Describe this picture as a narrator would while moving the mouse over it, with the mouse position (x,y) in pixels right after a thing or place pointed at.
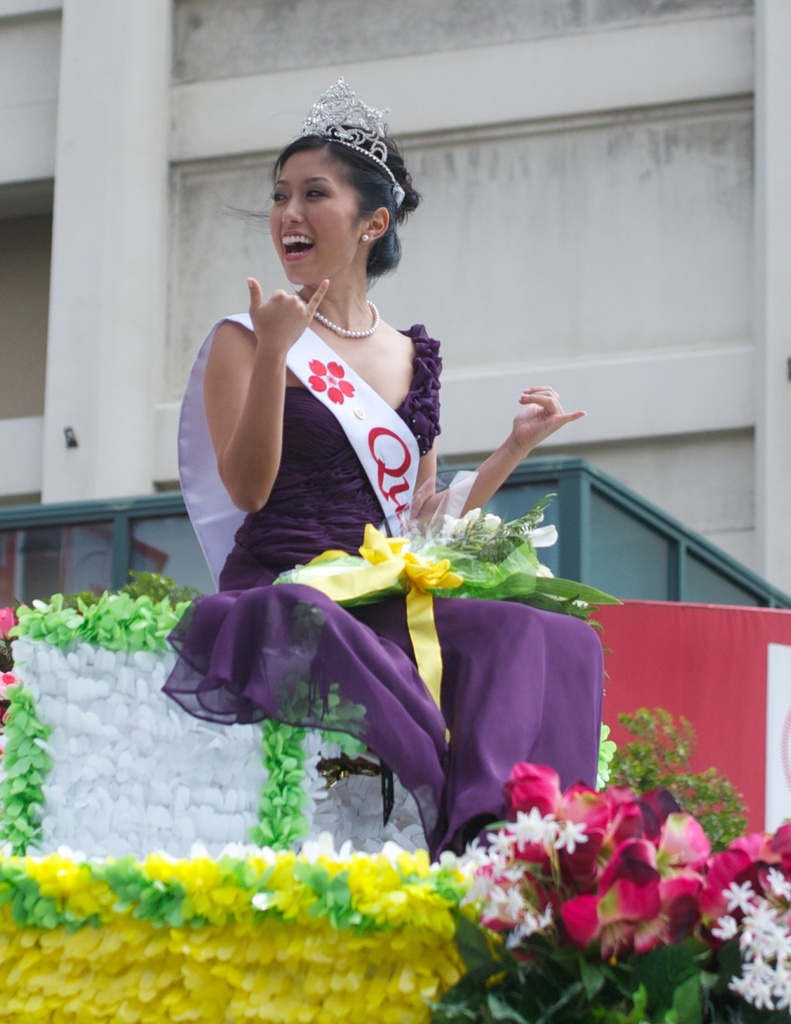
In this image I can see in the right hand side (671,912) bottom there are flowers (636,925). In the middle (513,651) a woman (389,403) sitting, she is wearing the dress (318,531), crown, at the top (726,338) it looks like a building (441,140).
